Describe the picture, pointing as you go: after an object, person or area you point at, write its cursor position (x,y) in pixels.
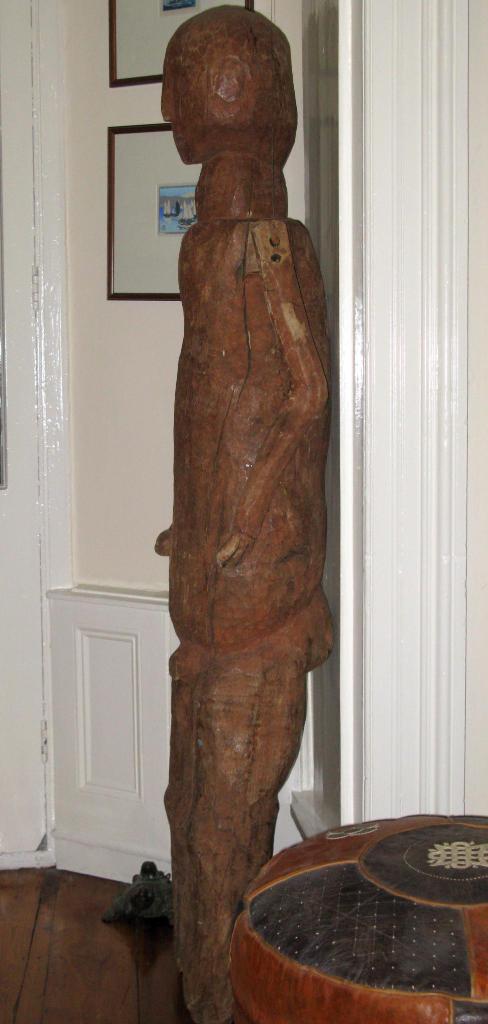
In the center of the image (210,469), we can see a sculpture (227,509) and in the background (113,59), there are frames (137,204).
